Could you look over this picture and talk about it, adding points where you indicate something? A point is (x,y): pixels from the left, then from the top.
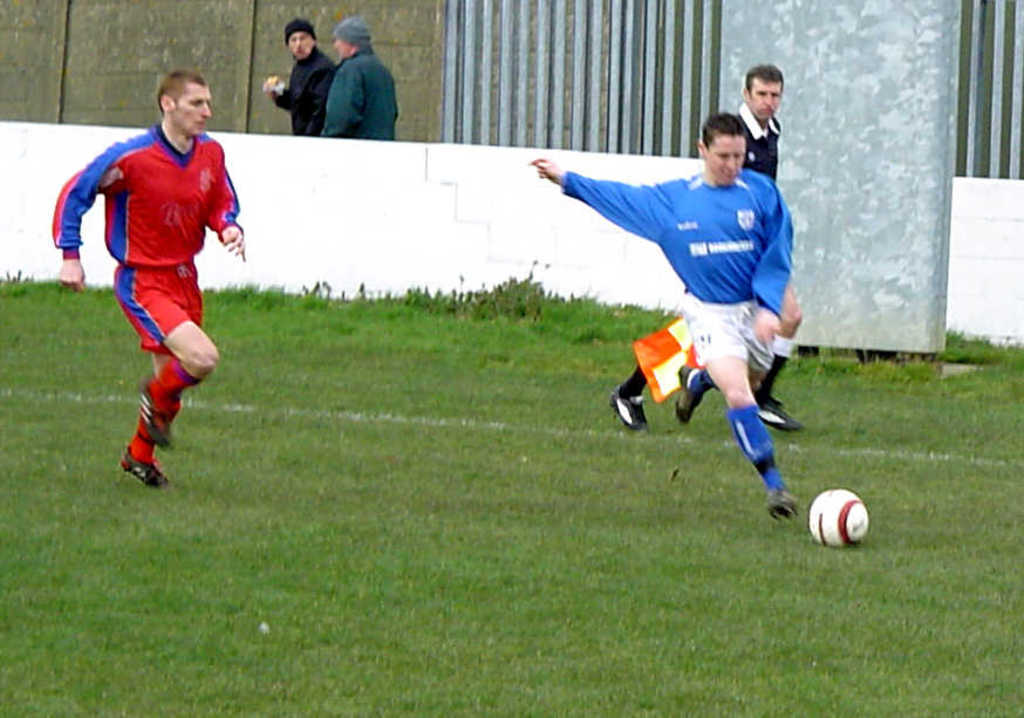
In this picture i could see the players (728,394) playing soccer in the field (424,482). In the background (334,98) people (341,89) walking and the grass (221,400) looks green.
